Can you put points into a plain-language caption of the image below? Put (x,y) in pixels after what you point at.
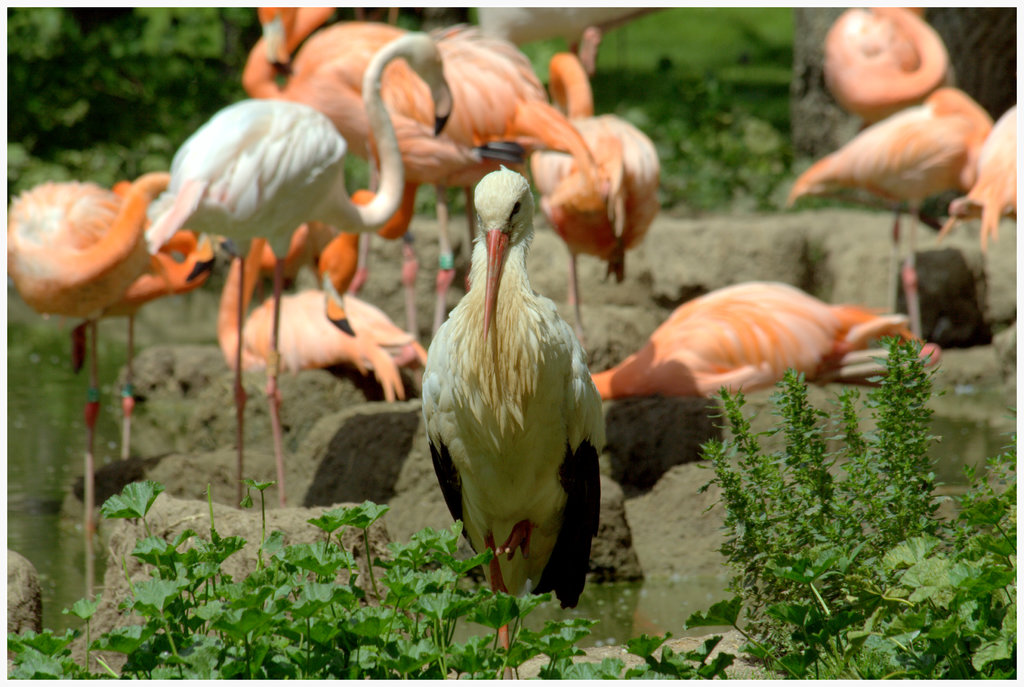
In this image, we can see few birds (437,452). At the bottom (324,479), we can see plants (316,628), stones (28,608), water (45,594). Background (68,104) we can see green color view (166,107).
